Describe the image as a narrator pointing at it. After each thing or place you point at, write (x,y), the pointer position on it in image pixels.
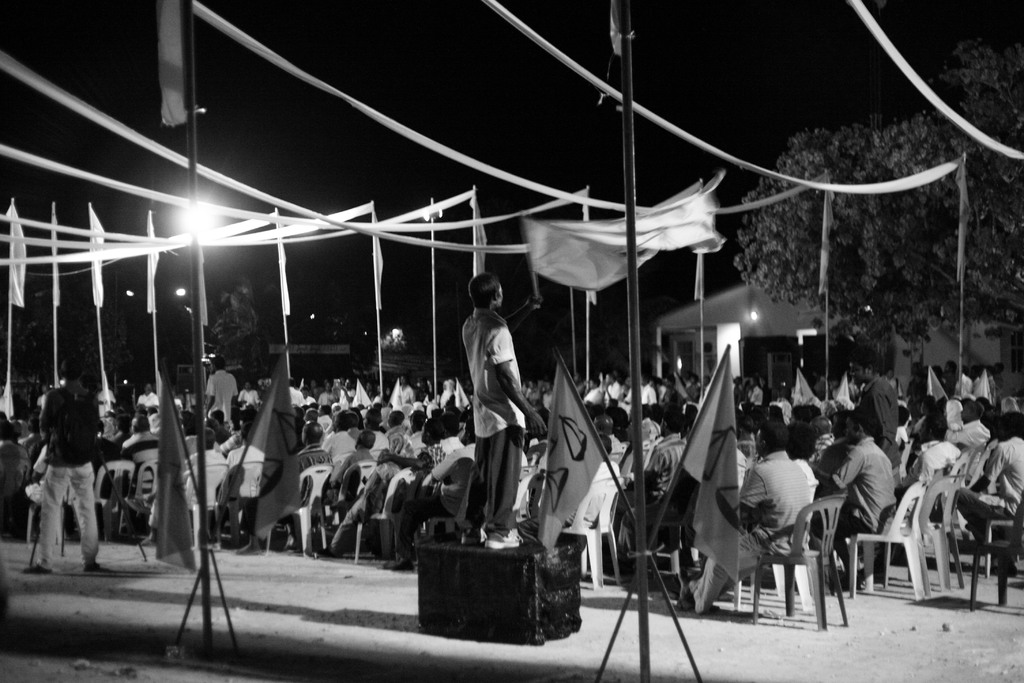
In this picture we can see flags (547,534) and group of people (487,514), few are sitting on the chairs (615,489) and few are standing, in the background (799,195) we can see few lights (187,210) and trees (775,279).
